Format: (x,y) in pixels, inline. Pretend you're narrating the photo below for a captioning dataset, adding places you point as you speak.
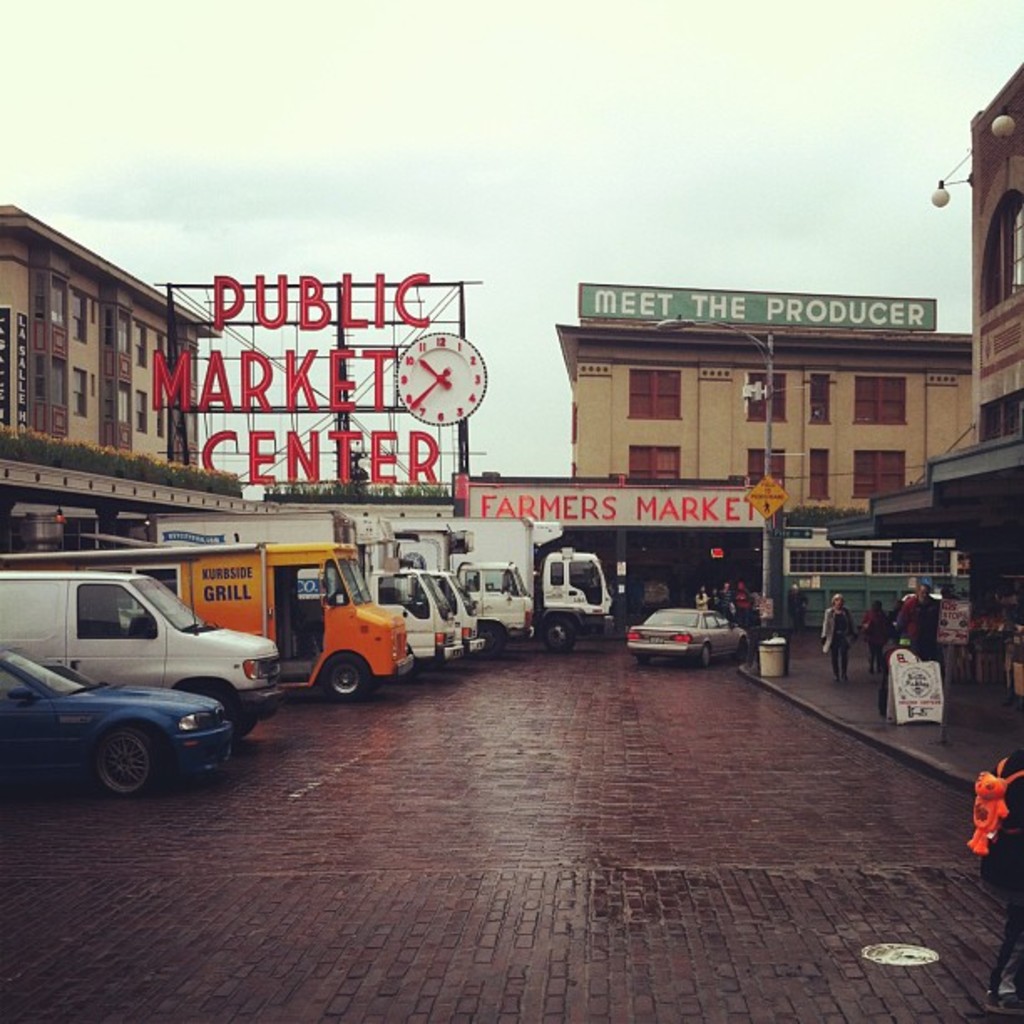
In the image we can see these vehicles (135,785) are parked on the road (647,728). Here we can see these people (923,612) walking on the sidewalk (808,641), we can see boards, light poles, we can see hoarding (373,449) with some text (380,306) on it and we can see a clock (441,420), we can see buildings (875,343) and the sky (447,205) in the background (410,203).
